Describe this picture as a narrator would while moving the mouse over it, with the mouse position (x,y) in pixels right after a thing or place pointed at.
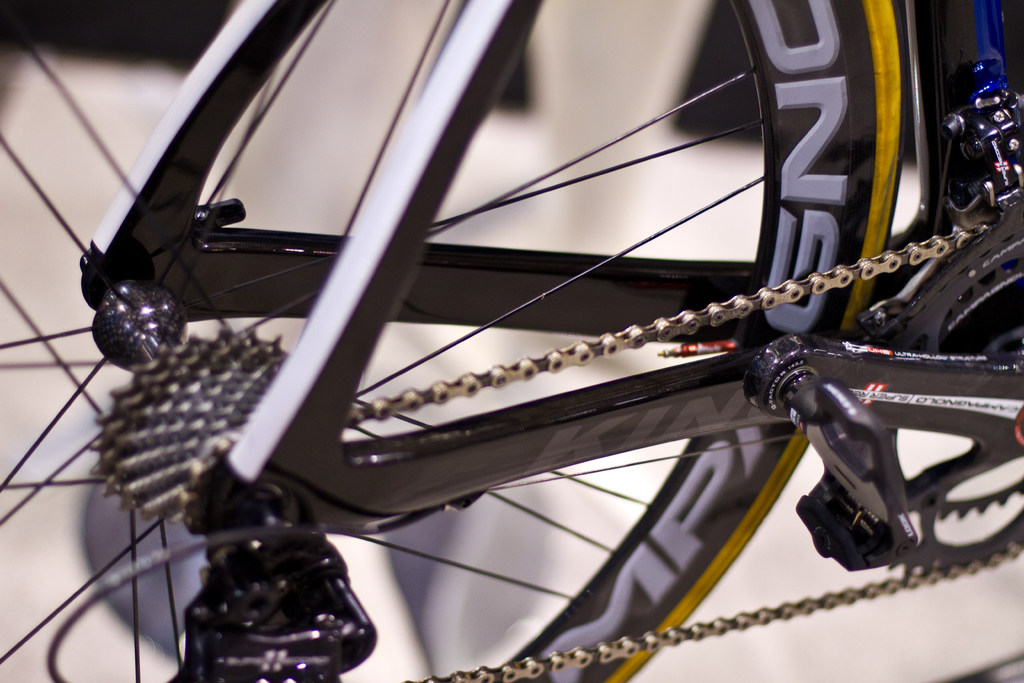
In this image I can see a chain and spokes (60,485) of a wheel (769,28) of a bicycle (794,75).
